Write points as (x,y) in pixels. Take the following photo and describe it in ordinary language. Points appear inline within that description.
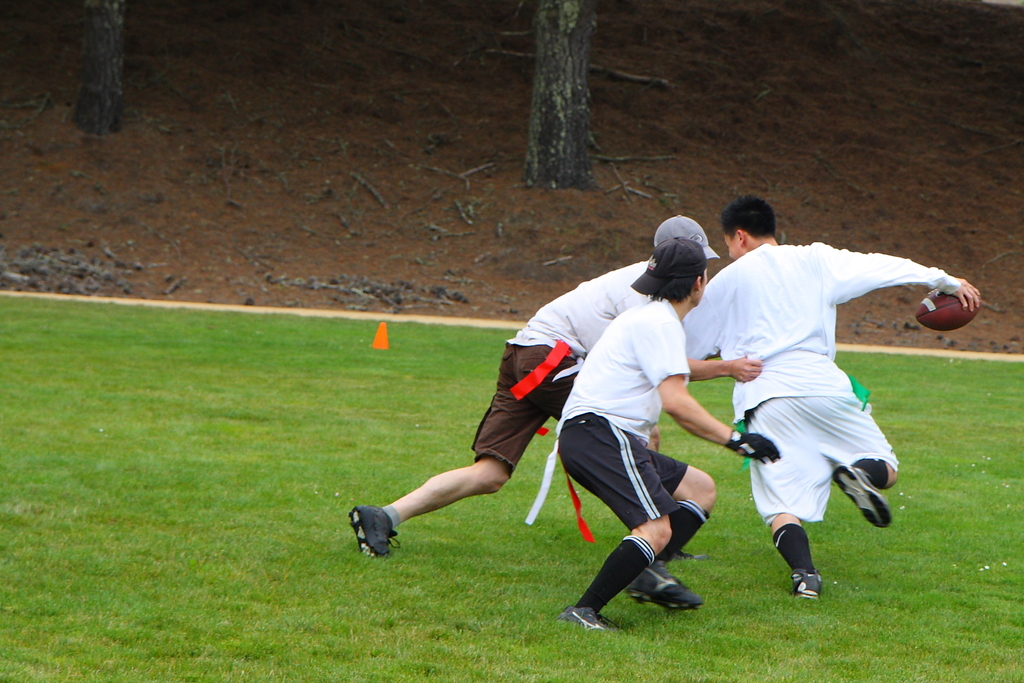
In this image we can see a few people (680,516) playing flag football game and also we can see the grass (668,423) and some wood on the ground (584,236).
